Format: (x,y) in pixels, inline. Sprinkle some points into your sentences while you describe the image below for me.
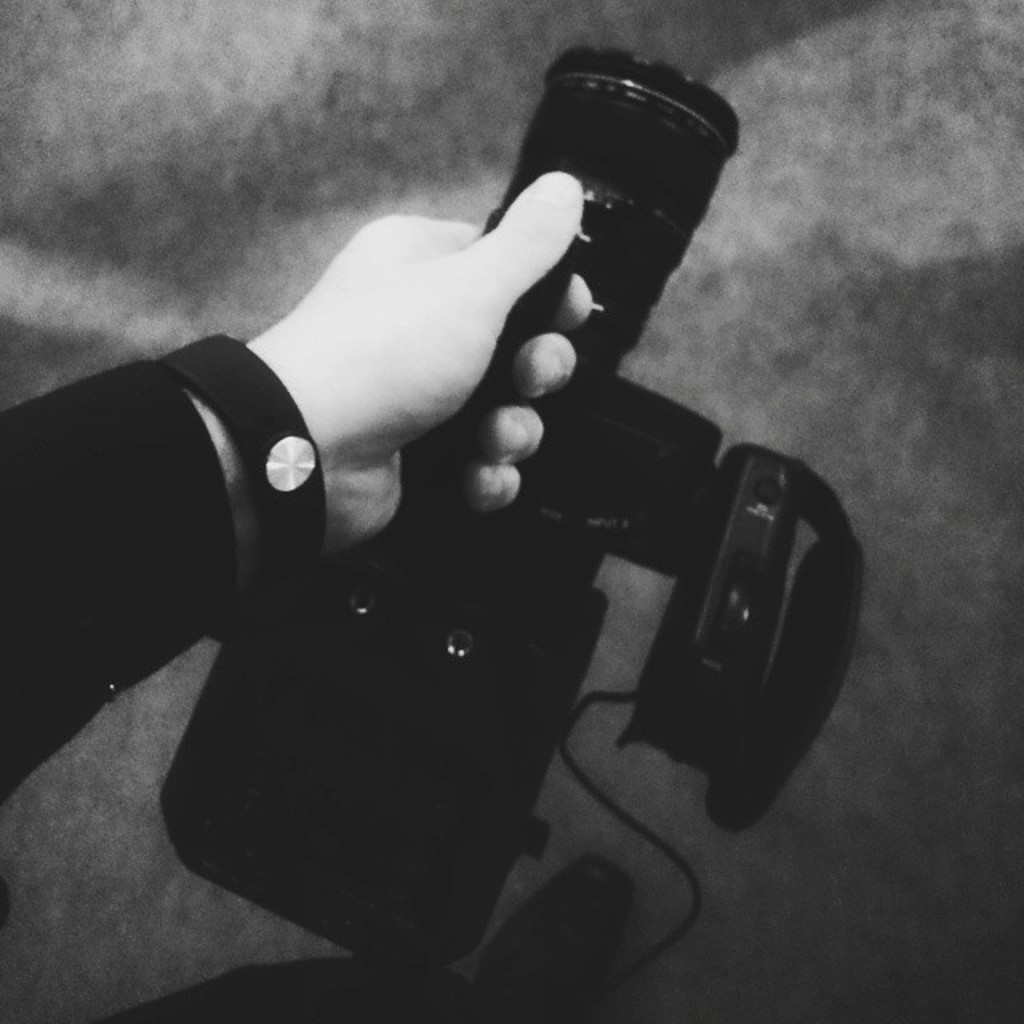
In this picture there is a video recorder (310,580) in a hand (390,383) in the image.
